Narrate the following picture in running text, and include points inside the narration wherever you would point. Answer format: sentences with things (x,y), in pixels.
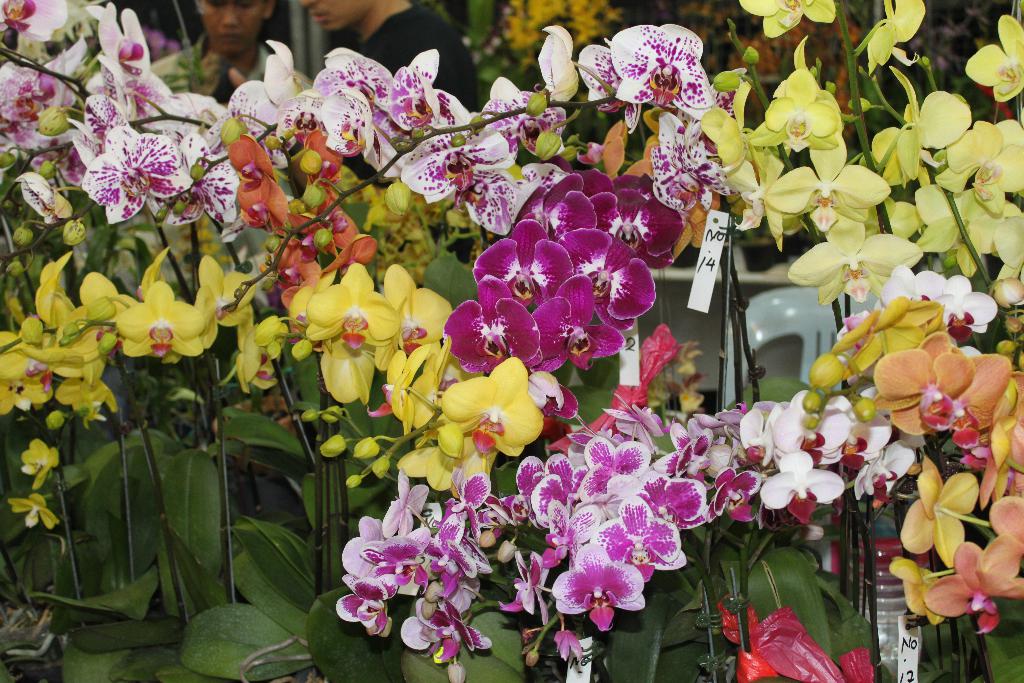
In this picture we can see there are plants (199,299) with flowers (426,349). Behind the plants (566,318) there is a chair (776,322) and two persons (238,13).
